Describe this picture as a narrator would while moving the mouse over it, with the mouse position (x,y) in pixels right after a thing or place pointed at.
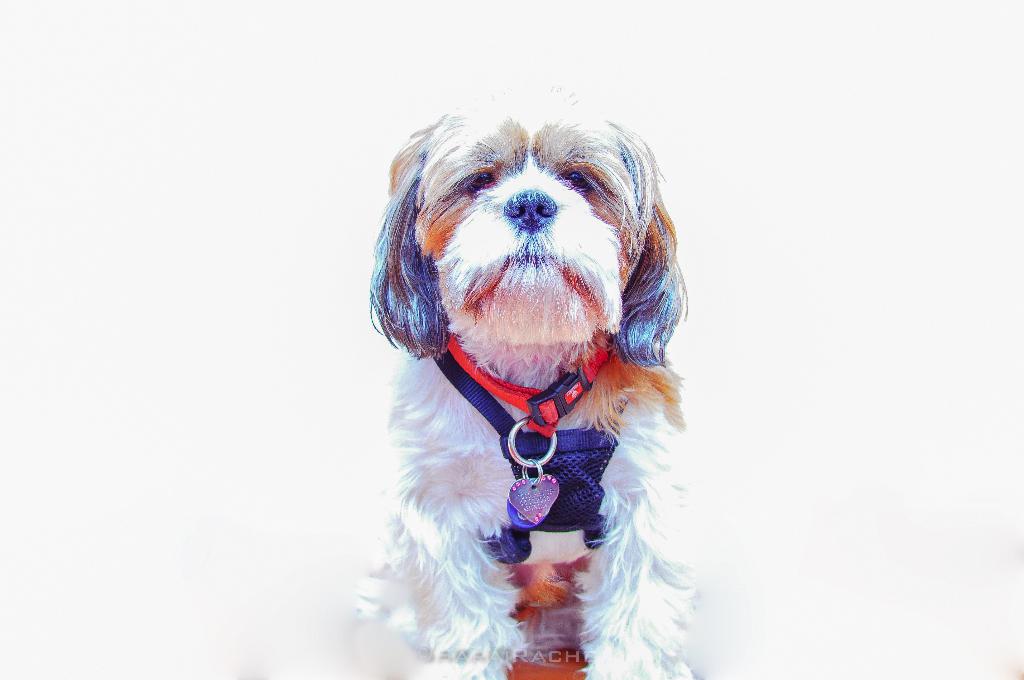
In this image I see a dog (494,265) which is of white, black and brown in color and I see the collar (535,413) on the neck (585,405) which is of red and black in color and I see the watermark (569,658) over here and it is white in the background (815,297).
